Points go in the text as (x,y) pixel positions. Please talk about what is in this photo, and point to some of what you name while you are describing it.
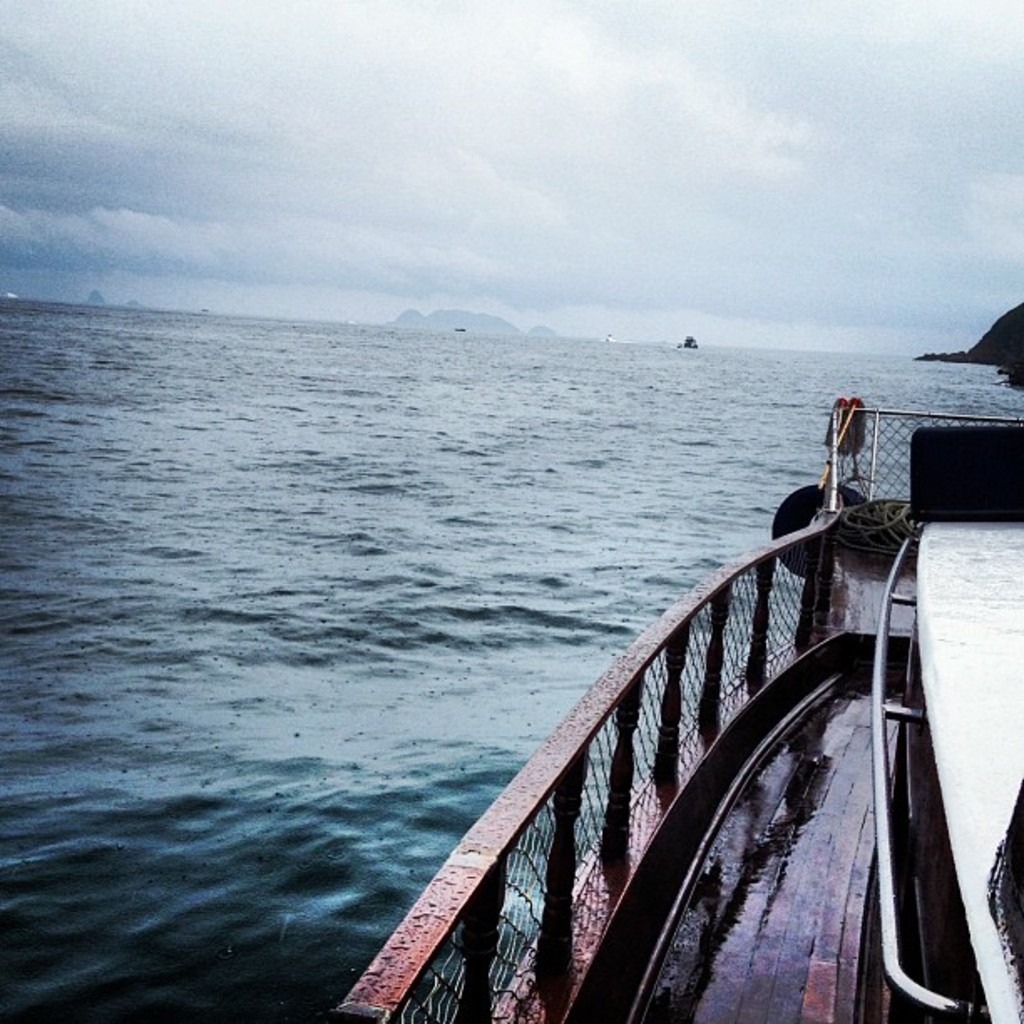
In the background (661,212) we can see the sky (856,170) and hills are visible. In this picture we can see the water (659,437) and on the right side of the picture (807,489) we can see the partial part (807,489) of a ship (876,452). We can see the rod (907,976).
